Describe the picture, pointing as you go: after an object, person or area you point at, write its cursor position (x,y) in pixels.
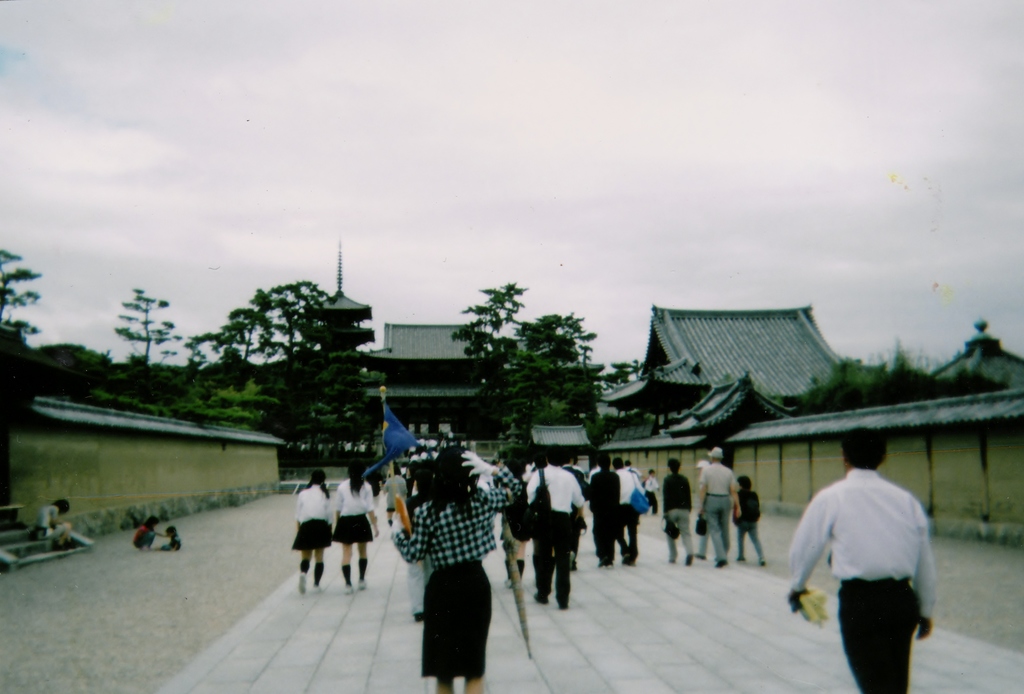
In the image there are a lot of people (415,543) walking on a path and around that there are many rooms (426,393) and architectures (386,357), behind them there are a lot of trees (73,363).
